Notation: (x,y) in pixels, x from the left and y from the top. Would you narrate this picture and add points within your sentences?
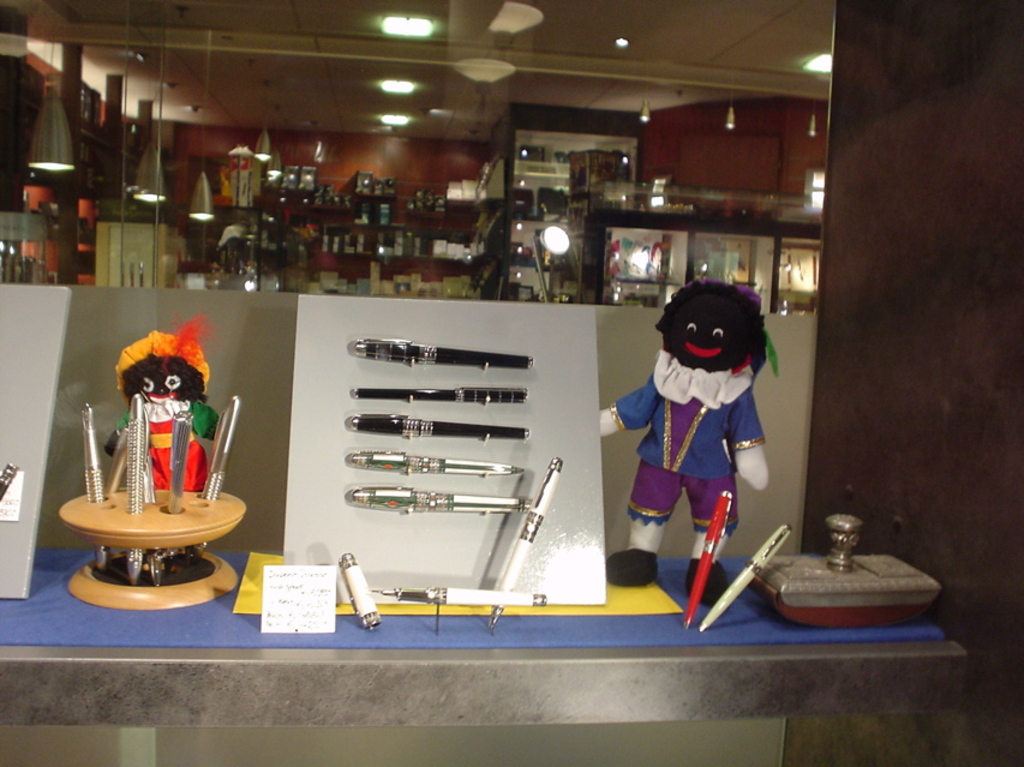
This image is taken indoors. At the bottom of the image (635,632) there is a table (222,656) with a tablecloth (207,610), toys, pens (187,446) and pen holders (375,562) on it. On the right side of the image (938,324) there is a wall (906,266). In the background (677,114) there is a wall (737,141) and there are many cupboards (278,191) with many things (788,279) on it and there are a few lamps (46,118). At the top of the image (343,94) there is a ceiling (442,76) with lights (512,30).
